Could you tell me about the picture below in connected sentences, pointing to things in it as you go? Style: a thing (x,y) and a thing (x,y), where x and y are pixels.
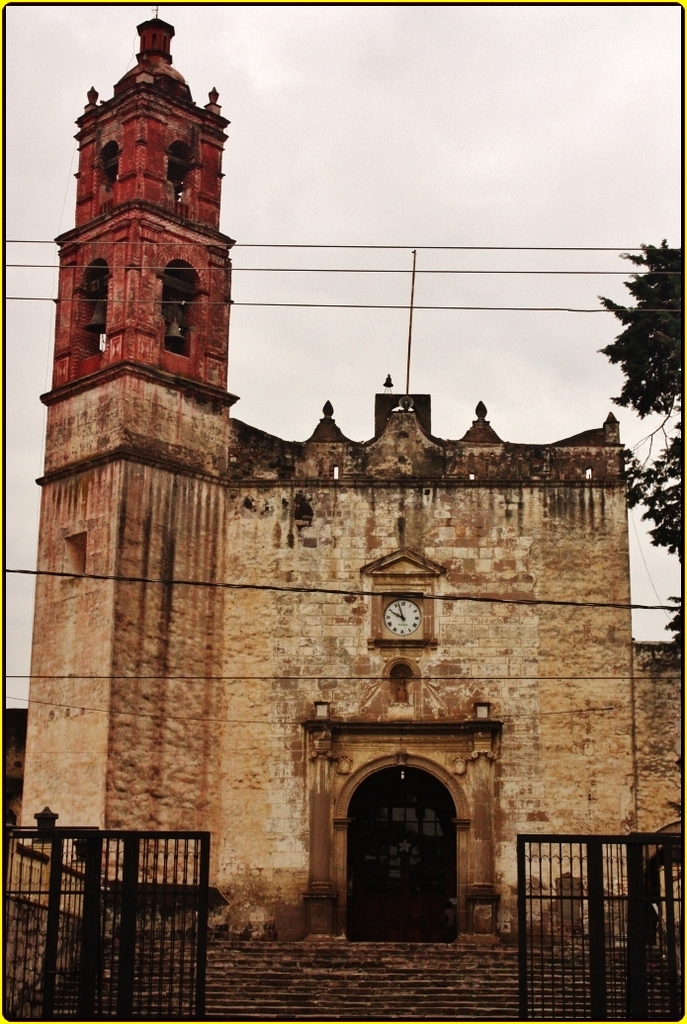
This image consists of a building (324,645) along with door (376,801) and a clock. At the bottom (169,886), we can see a gate (532,983) along with the steps (401,993). On the right (668,288), there is a tree (657,333). At the top (405,124), there is sky (374,110).
